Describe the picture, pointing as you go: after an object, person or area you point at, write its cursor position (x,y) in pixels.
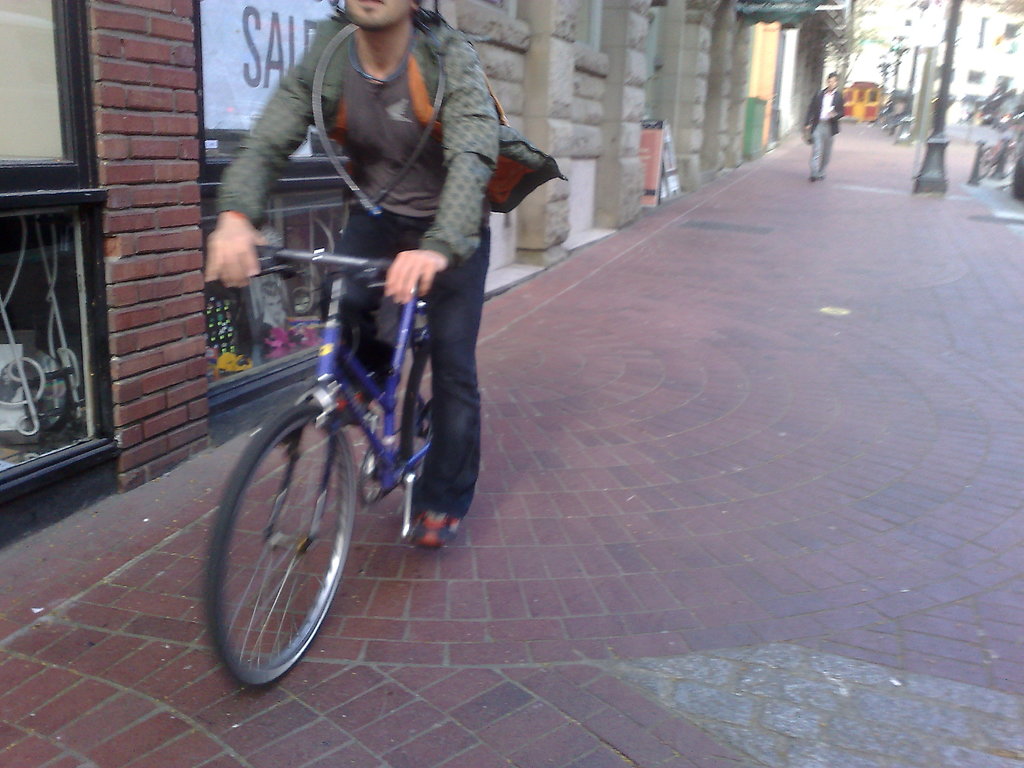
In this image i can see a person (370,319) riding a bicycle (319,394). In the background (829,90) i can see a person (813,105) walking on the sidewalk (851,239), buildings (732,113), electric poles (930,150) and trees (841,50).
